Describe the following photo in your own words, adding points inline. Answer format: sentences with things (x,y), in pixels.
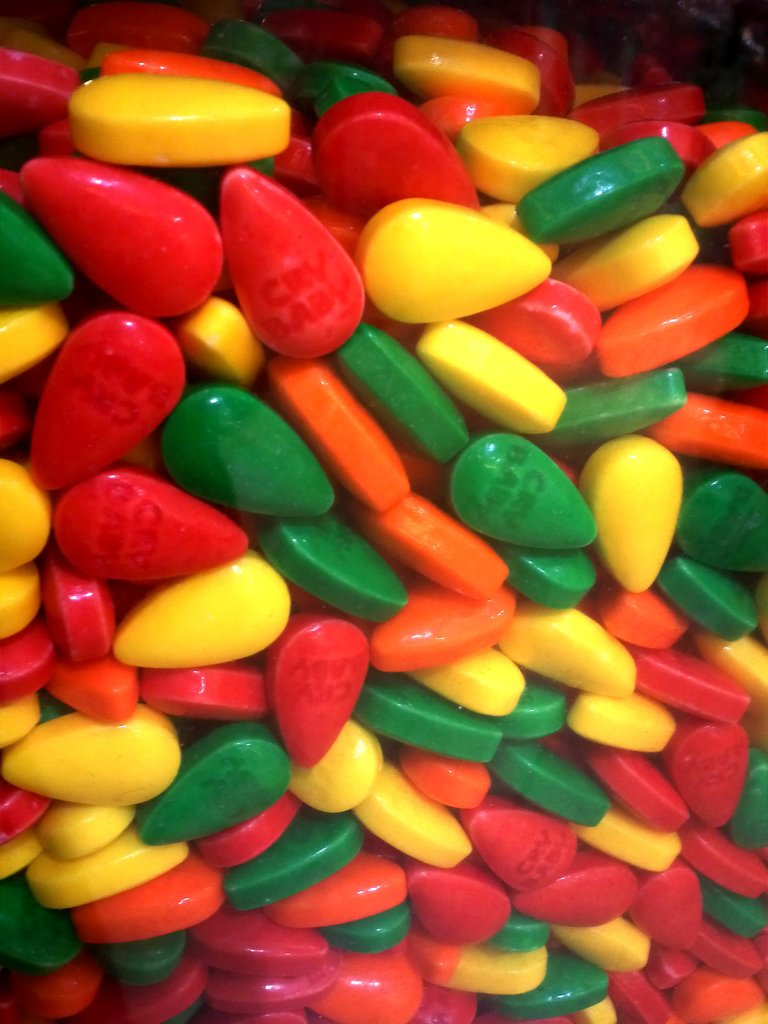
In this picture we can see many chocolate gems (293,491).
